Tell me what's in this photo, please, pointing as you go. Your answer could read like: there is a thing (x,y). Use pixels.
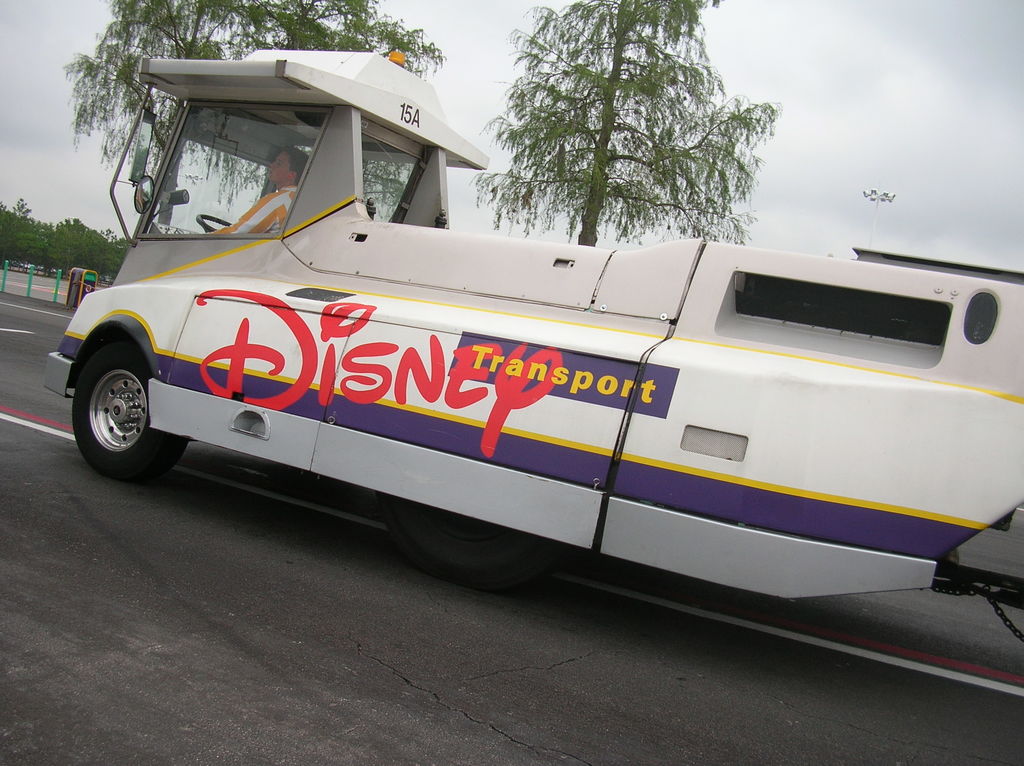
In this image we can see a vehicle (398,348) on the road (536,593) and there is a person (245,214) sitting in the vehicle (161,172). In the background (467,32) there are trees (255,26) and sky (25,125). At the bottom (92,520) there is a road (62,541).
